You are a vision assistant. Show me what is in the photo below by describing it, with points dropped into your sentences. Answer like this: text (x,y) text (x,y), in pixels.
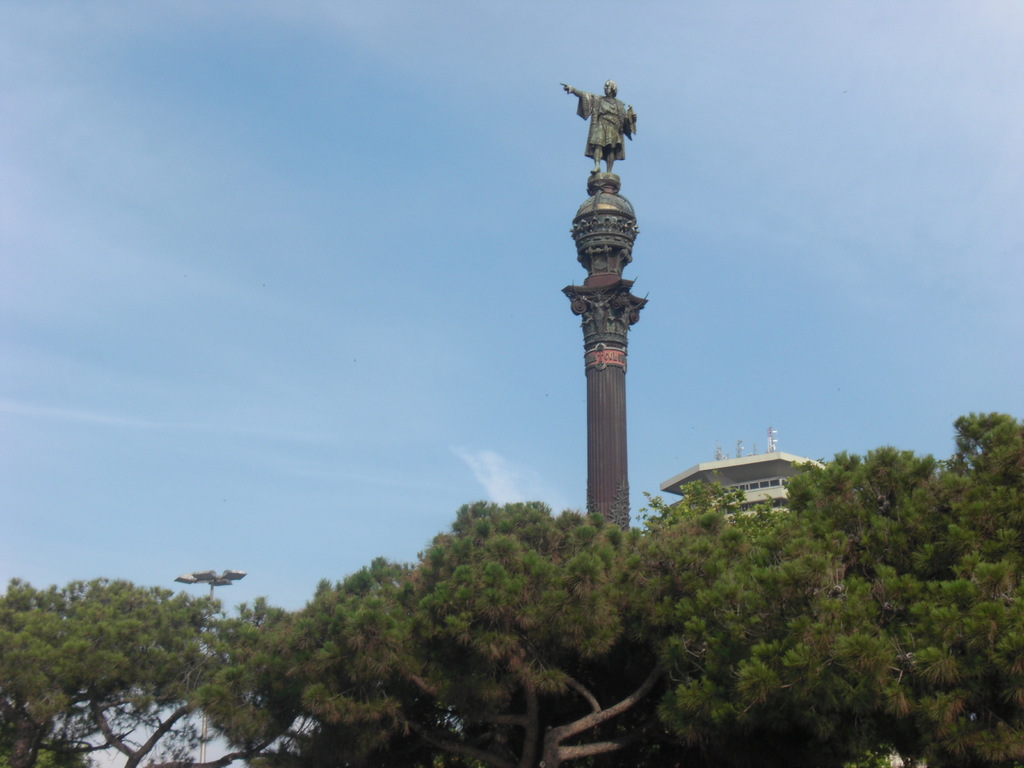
In this image I can see few trees (715,614) which are green in color, a light pole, a building (786,478) and huge black colored pole (601,284) and on it I can see a statue (625,130) of a person (625,116). In the background (366,159) I can see the sky (424,256).
